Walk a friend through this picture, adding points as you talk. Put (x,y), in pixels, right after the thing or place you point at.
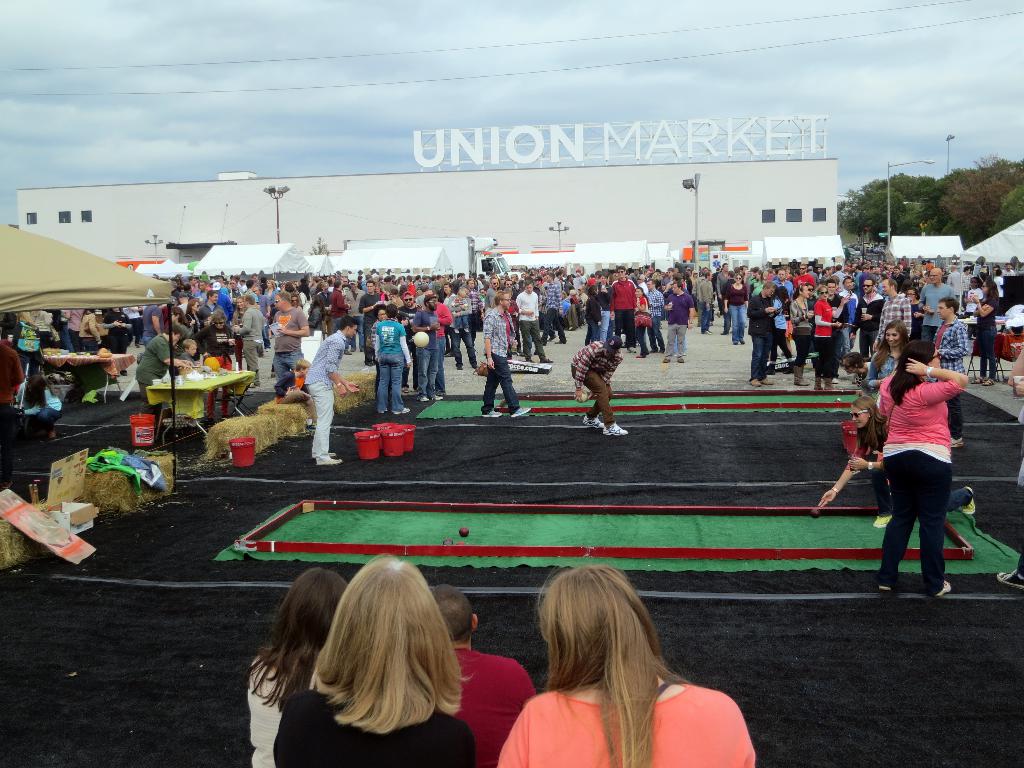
In this image there are people (910,526) doing different activities, on a pavement (739,372) and there are mats (75,726), tents (110,305), buckets (375,445) and tables (167,390), in the background (127,193) there is a building (828,190), stalls (255,262), trees (876,205), and the sky (187,109), on top of the building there is some text (572,152).
